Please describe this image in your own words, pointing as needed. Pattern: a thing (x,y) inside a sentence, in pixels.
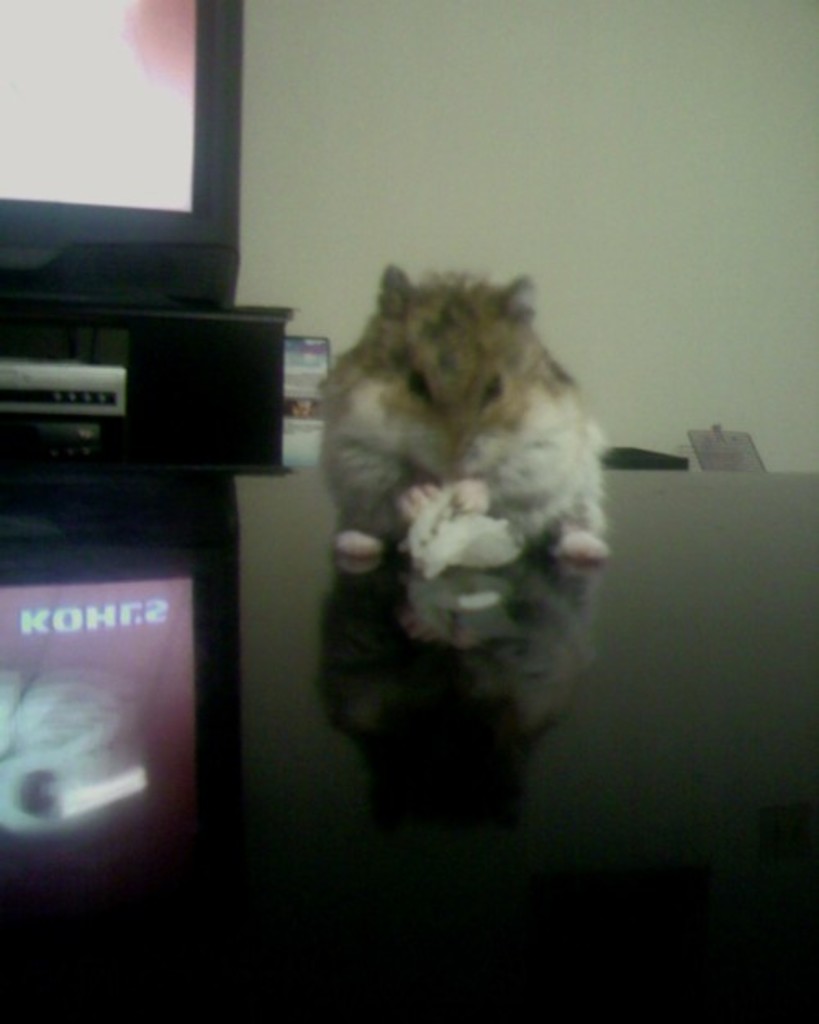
In this image we can see an animal (462,475) on a glass surface (516,823). Near to that there is a TV (158,244). On the glass surface (175,642) there is reflection (172,733) of TV (172,733). In the back (470,83) there is a wall (485,76).
